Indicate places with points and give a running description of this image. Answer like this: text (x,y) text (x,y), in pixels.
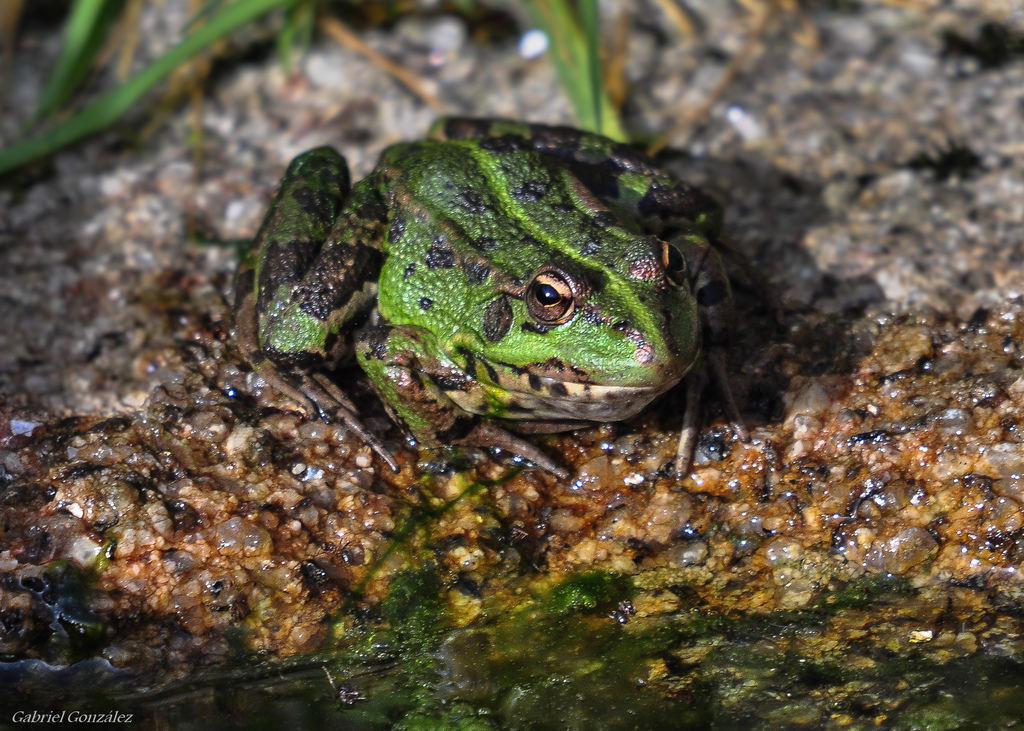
In this image we can see frog (455,309) which is of green color is on the stone (232,216), in the foreground of the image (547,683) there is water (573,675) and in the background of the image (90,0) there are some leaves (75,44).
